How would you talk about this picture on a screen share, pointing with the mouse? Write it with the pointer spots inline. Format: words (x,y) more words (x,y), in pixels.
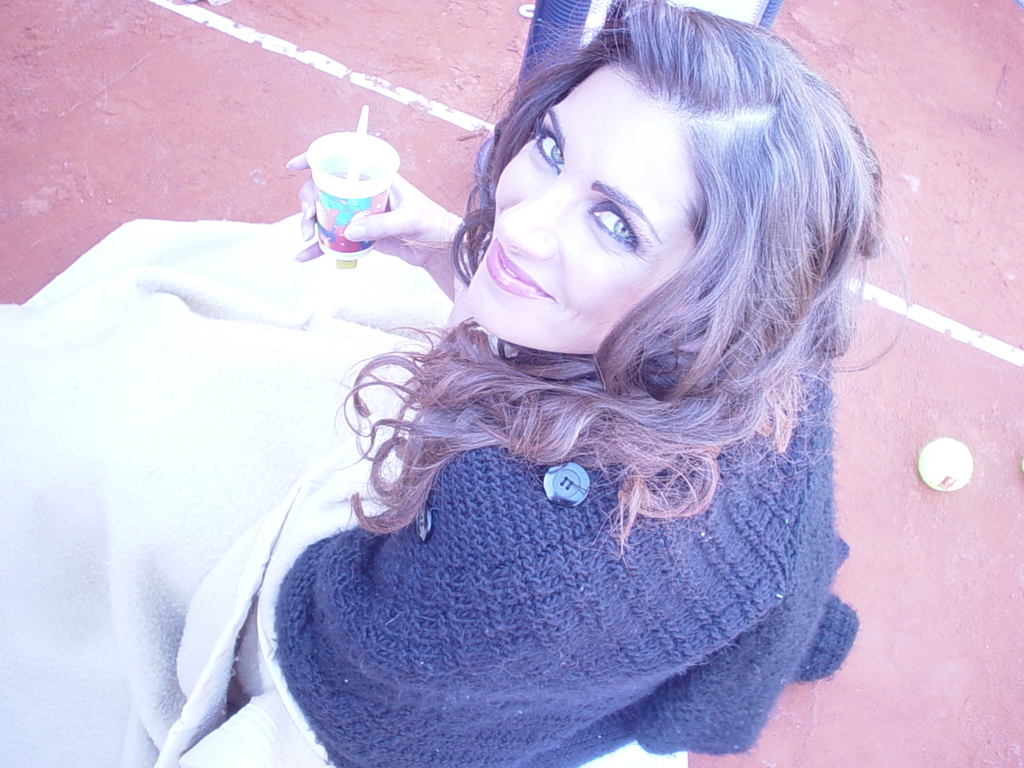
It is an edited picture. In the center of the image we can see one person (544,583) is smiling and she is holding some object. And we can see one cloth (254,367) on her. In the background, we can see a few other objects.
